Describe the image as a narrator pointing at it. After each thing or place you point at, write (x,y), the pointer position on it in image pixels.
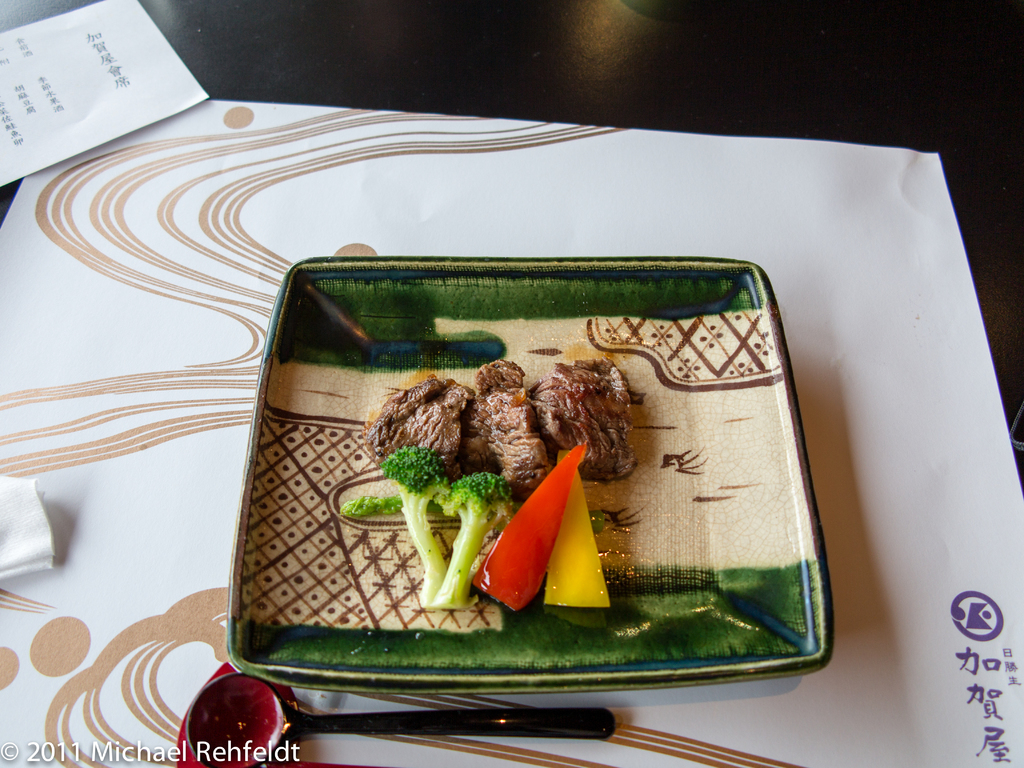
In this image I can see a plate (701,476) on a table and some food (508,470) on the plate (268,654). I can see a spoon (222,689), a paper napkin (27,512) and a paper (128,115) with some text (114,59) on the table (188,62).
